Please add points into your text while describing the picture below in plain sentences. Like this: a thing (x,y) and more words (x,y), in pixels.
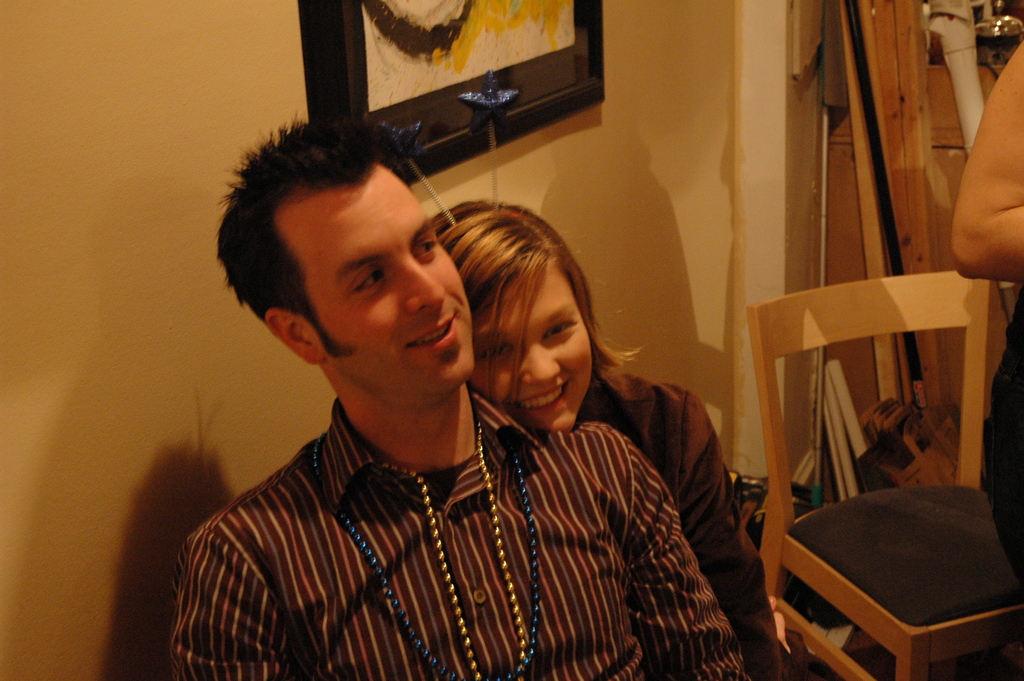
In this image there is a man (383,480) towards the bottom of the image (456,470), there is a girl (587,414) towards the bottom of the image (714,521), there is a person (1002,189) towards the right of the image (998,255), there is a chair (765,334) towards the bottom of the image (870,455), there are objects (912,94) towards the top of the image (899,153), there is a wall (637,235), there is a photo frame (460,84) towards the top of the image (464,56).
